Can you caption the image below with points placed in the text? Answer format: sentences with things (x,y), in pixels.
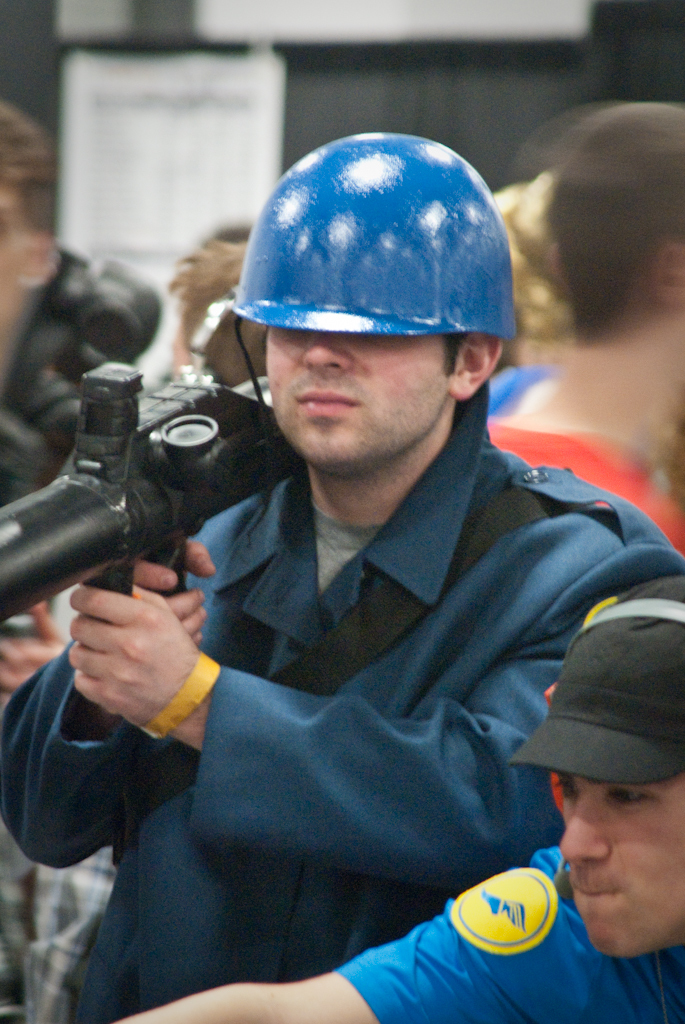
There is one person (285,593) standing in the middle (237,524) is holding a gun (146,494) and wearing a blue color helmet (396,270). There is one other person (590,861) is at the bottom of this image (549,905). There are some other persons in the background (201,289).
